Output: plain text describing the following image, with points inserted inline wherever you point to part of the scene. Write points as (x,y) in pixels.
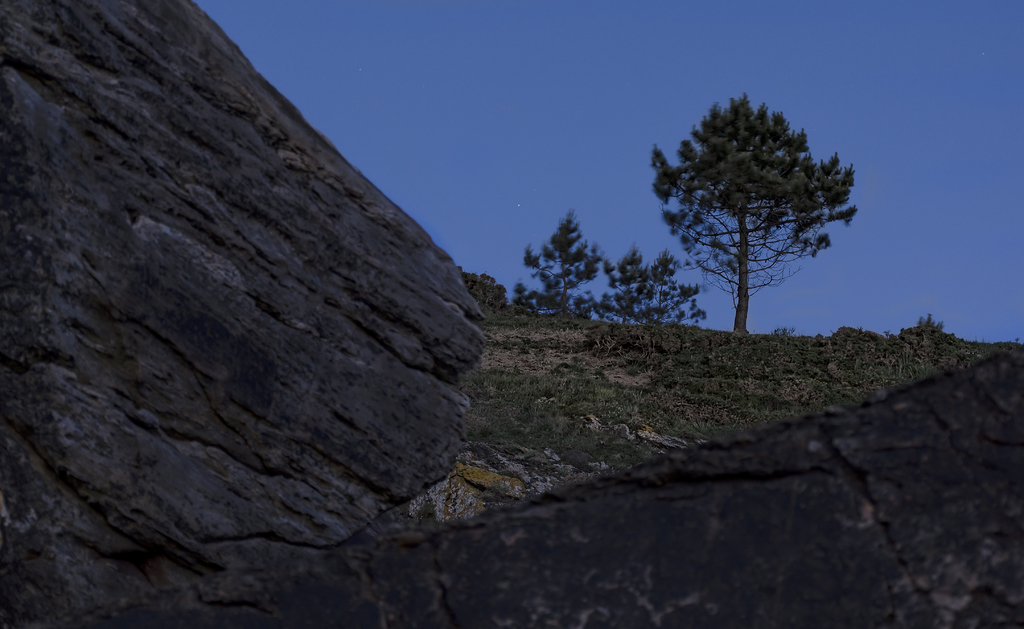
In this image, we can see rocks (300,389), there's grass (876,372) on the ground (860,382), we can see some trees (629,309), at the top (443,197) there is a blue sky (691,44).
